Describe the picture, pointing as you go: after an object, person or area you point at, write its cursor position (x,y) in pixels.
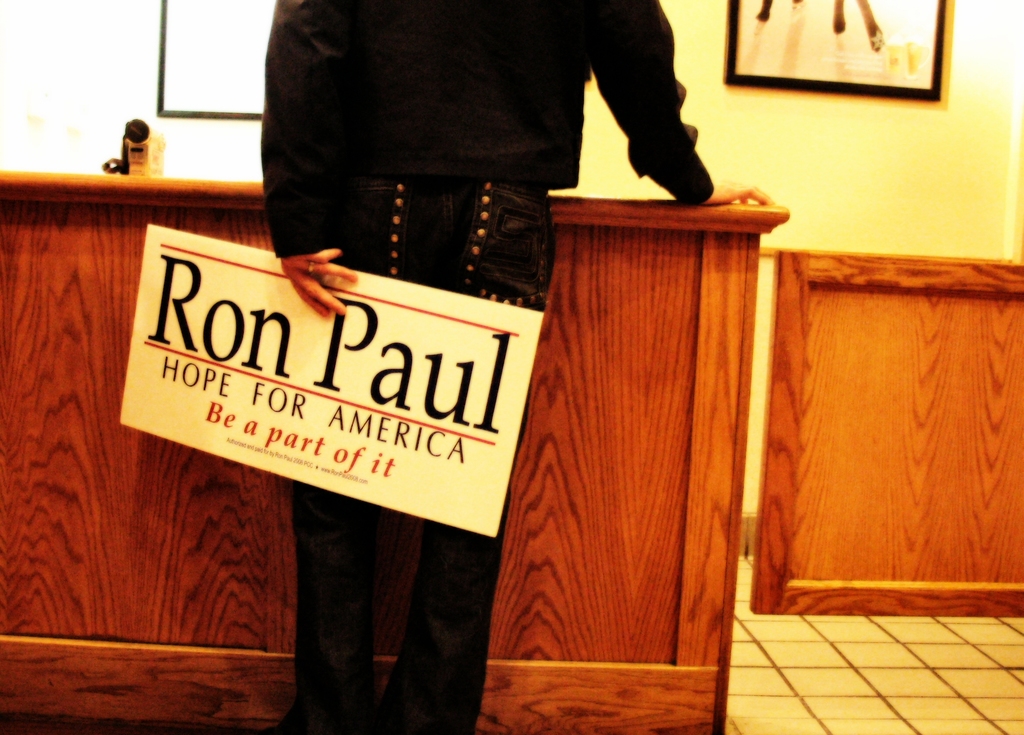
In this image we can see a person (409,226) holding a board (285,322), in front of the person (372,159) there is a table (41,194). On the table (144,203) there is an object (136,165). In the background of the image (743,52) there is a photo frame (804,47) attached to the wall (817,185).
